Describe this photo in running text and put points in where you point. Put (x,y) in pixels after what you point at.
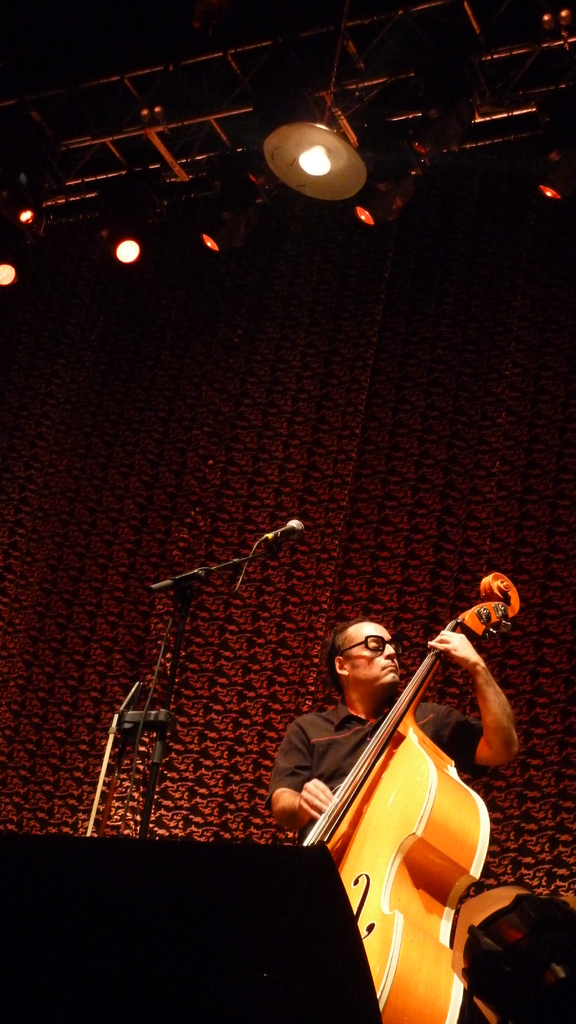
In this image I can see a man (457,658) holding a musical instrument (373,752). Here I can see a mic (291,533). In the background (372,219) I can see a light (306,191) and a curtain (284,420).
